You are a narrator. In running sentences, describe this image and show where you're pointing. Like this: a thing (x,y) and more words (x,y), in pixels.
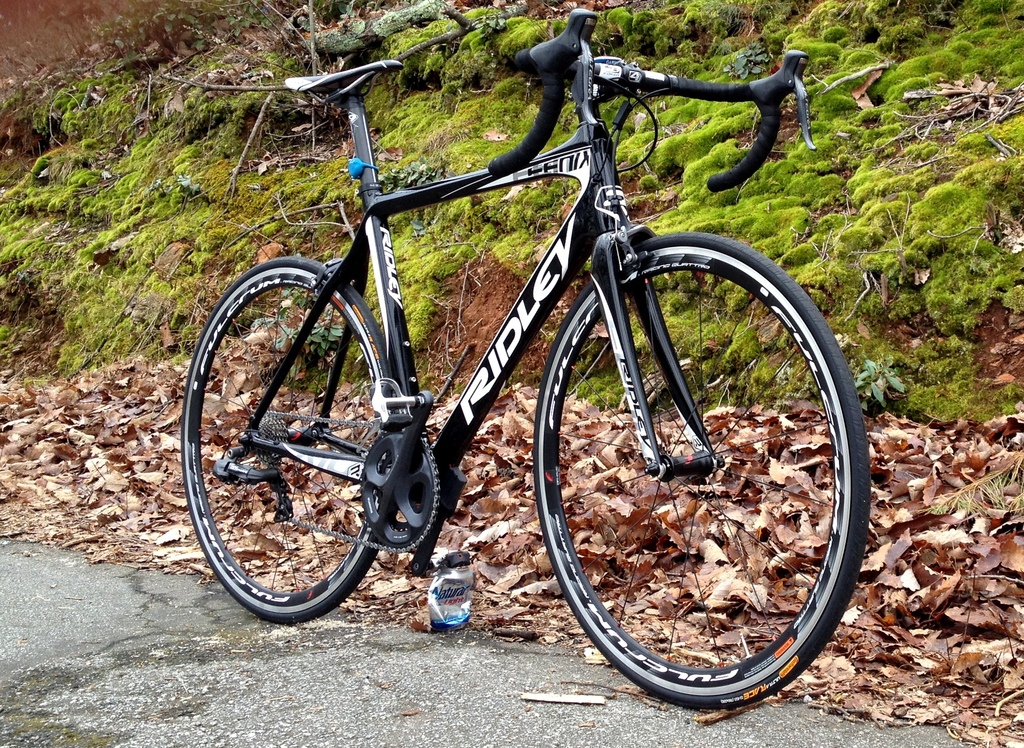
In the picture I can see a bicycle (370,506) on the road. In the background (339,523) I can see the grass (286,227), leaves (506,433) and some other objects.
